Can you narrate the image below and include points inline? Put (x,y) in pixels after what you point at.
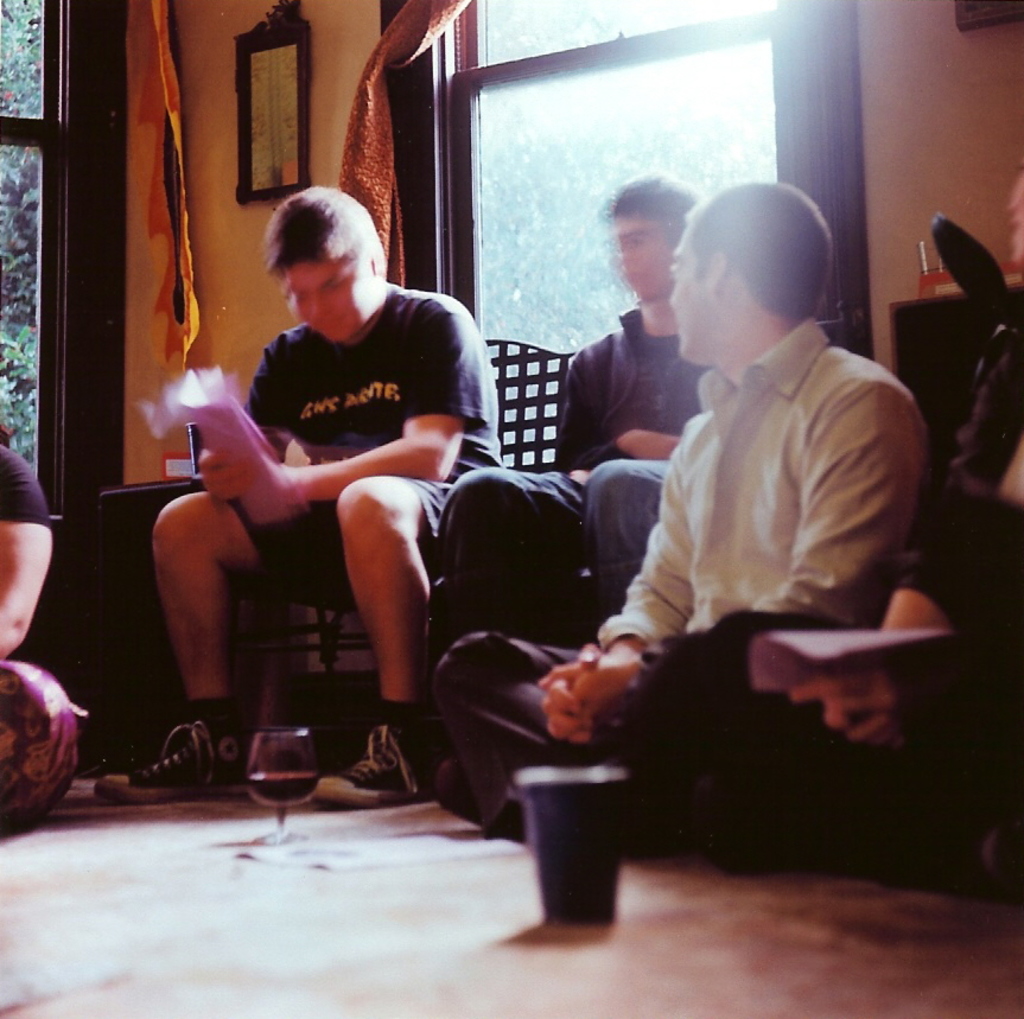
In this picture we can see few people (420,478) are seated on the chair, and few are seated on the floor (807,909), in front of them we can see glasses (553,871), in the background (20,385) we can find couple of trees (17,370).
